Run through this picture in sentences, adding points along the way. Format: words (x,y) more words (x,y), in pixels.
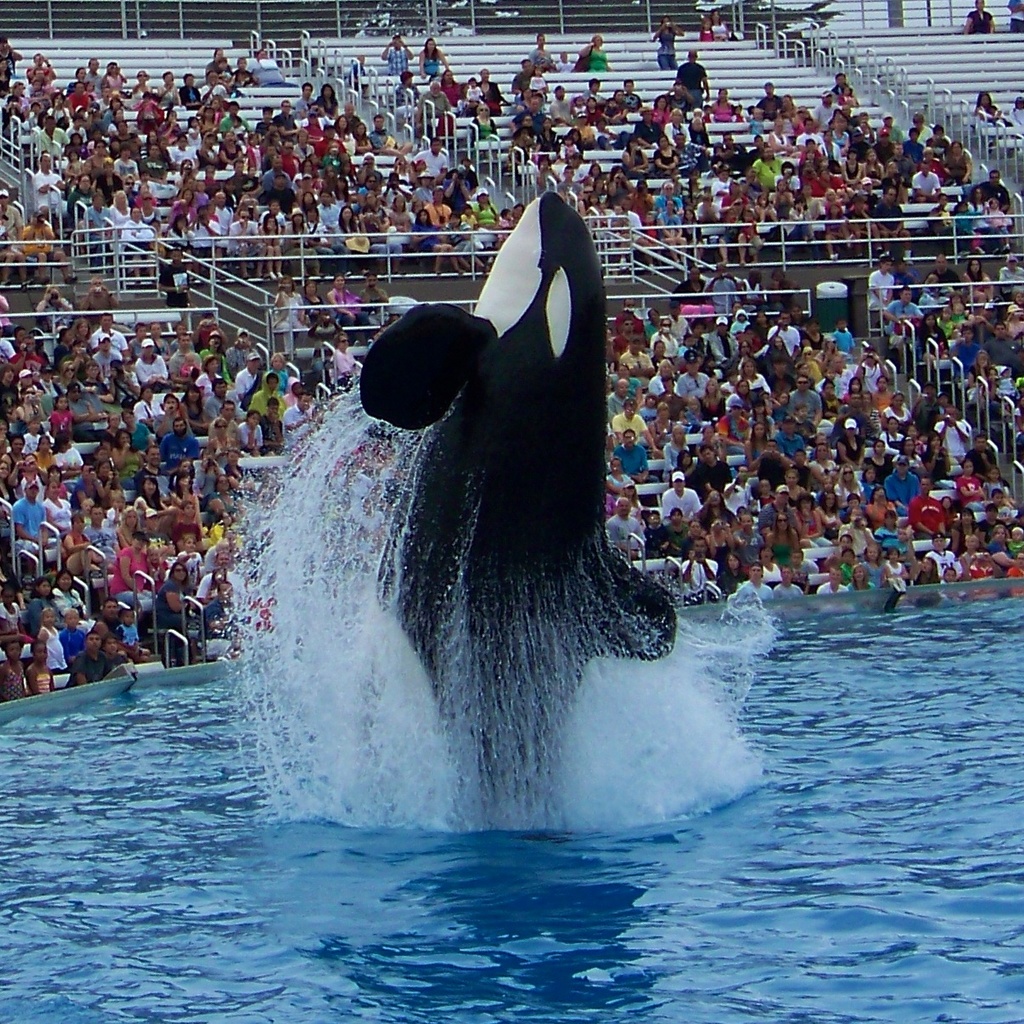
In this image I can see water (519,844) and a dolphin (442,616), I can see colour of this dolphin (504,400) is black and white. In the background (31,19) I can see railings (136,227) and I can see number of people (948,324) are sitting.
